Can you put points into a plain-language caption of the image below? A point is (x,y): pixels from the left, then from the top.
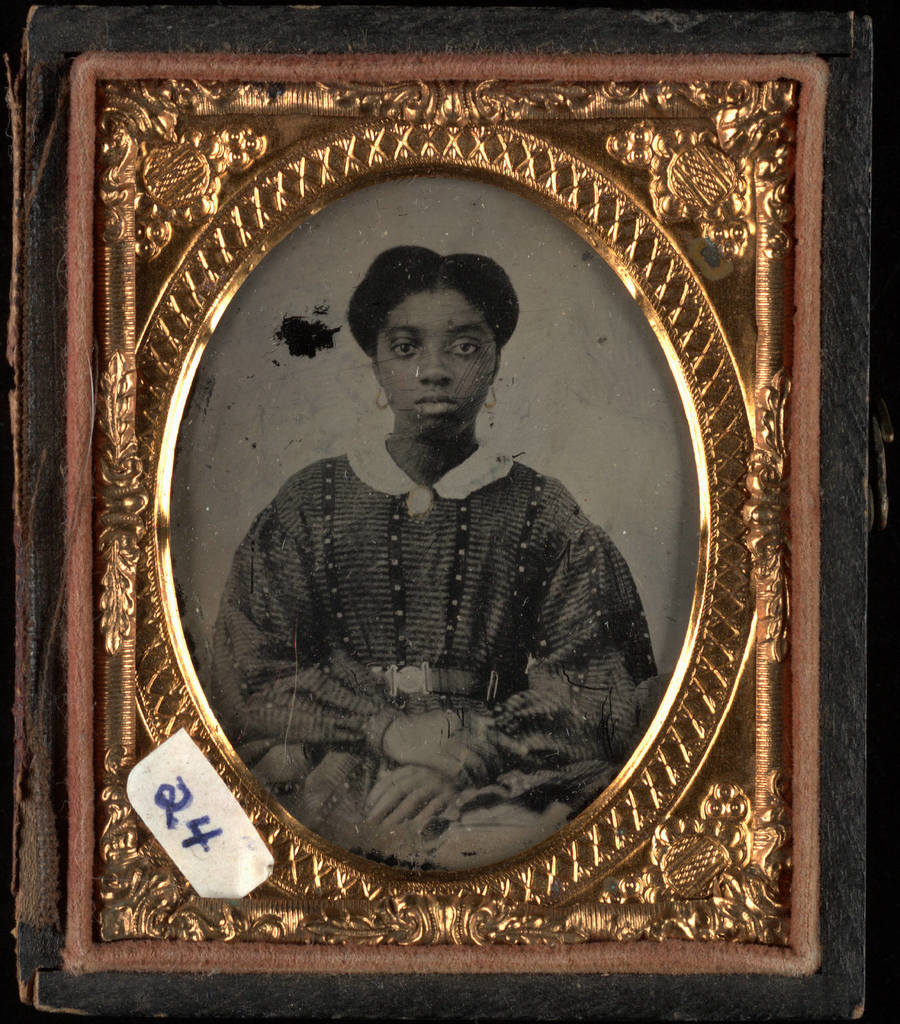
In this image we can see a photo frame (688,744) with a picture (612,445) of a woman (463,697). We can also see a paper (238,893) with written numbers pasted on it.
